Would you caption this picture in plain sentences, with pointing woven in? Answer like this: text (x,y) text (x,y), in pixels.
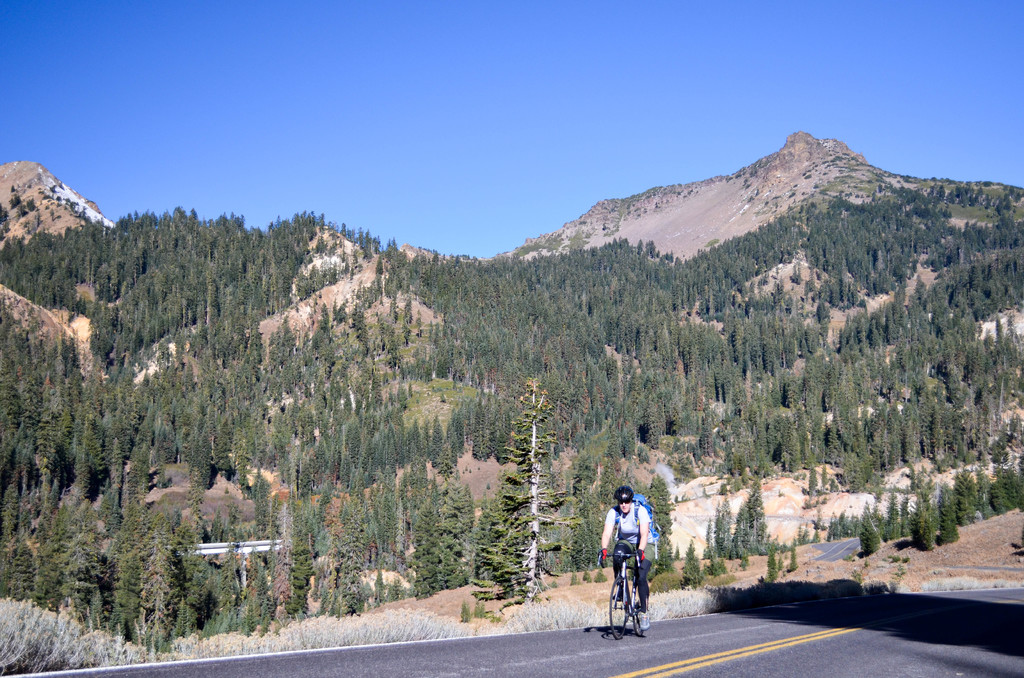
In the image there is a person (633,535) cycling on the road (598,631) and behind there is hill (294,268) covered with trees (599,374) all over it and above its sky (374,95).
